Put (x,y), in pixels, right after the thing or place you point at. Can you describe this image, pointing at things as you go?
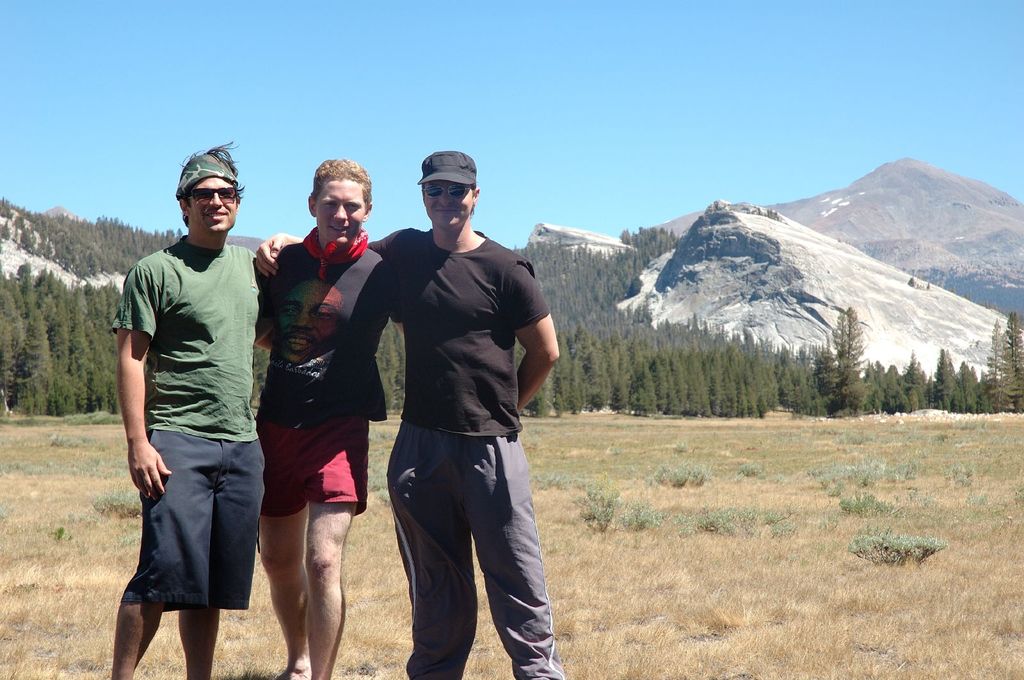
In this image I can see three persons (192,370) wearing t shirts (275,333) are standing on the ground (275,626). I can see some grass (653,611) and few plants (638,511) on the ground (817,500). In the background (904,218) I can see few mountains (852,243), few trees (653,370) and the sky (264,126).
